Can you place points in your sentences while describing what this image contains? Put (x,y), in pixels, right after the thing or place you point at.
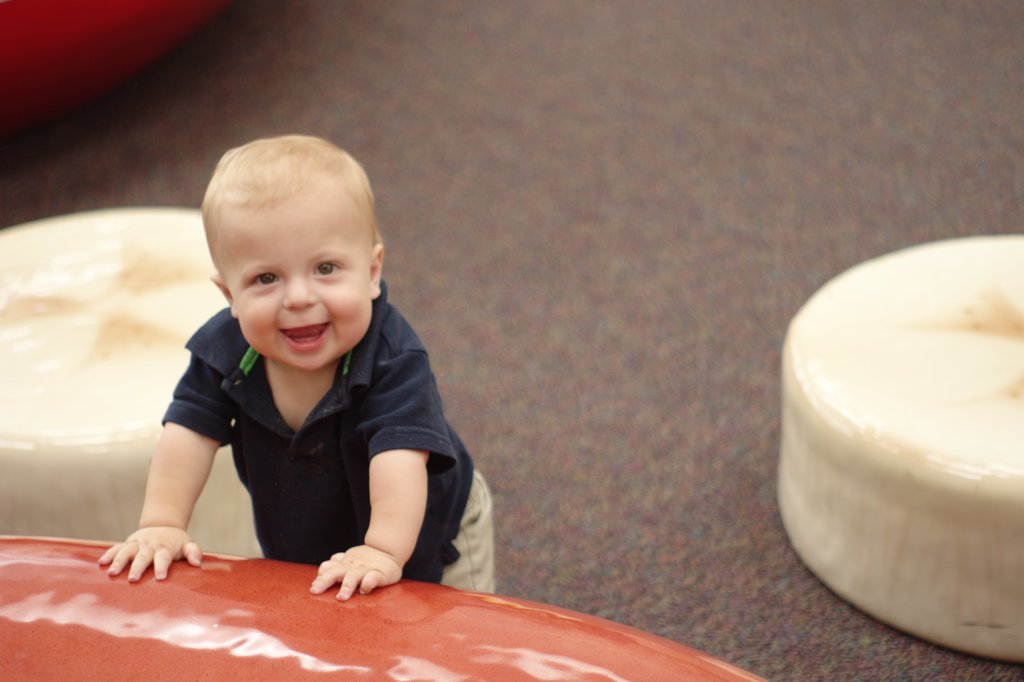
In this image there is a kid (222,313) with a smile on his face (309,288) is leaning on to an object (11,614).
